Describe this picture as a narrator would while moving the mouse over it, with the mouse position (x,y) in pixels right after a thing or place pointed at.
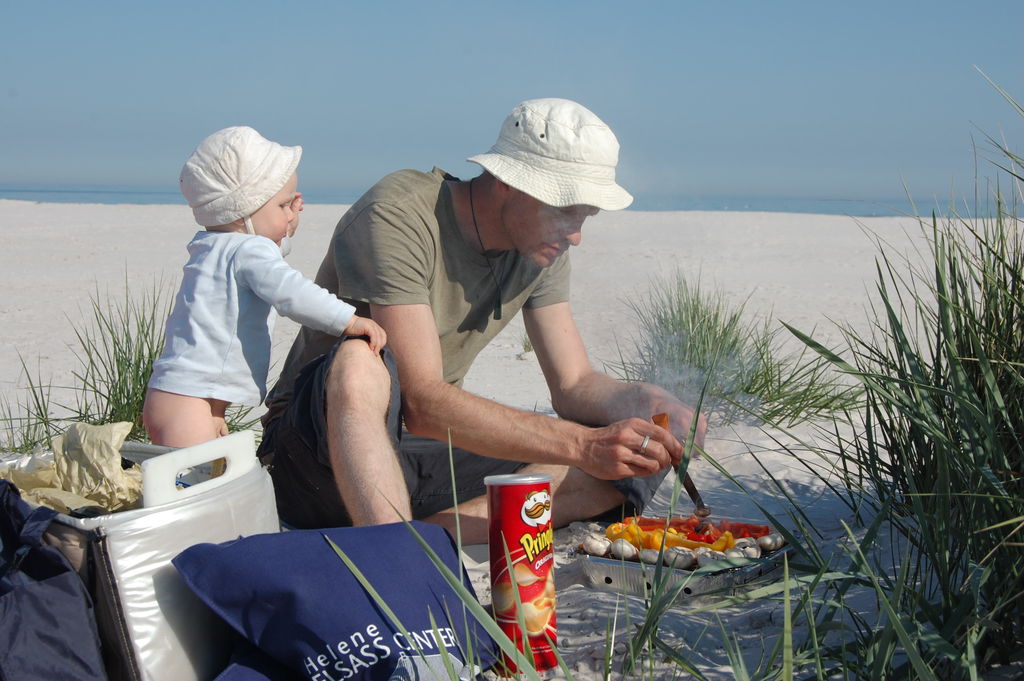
In the foreground (264,500), I can see some objects (239,583), food items (774,547) and two persons (505,438) on sand (723,500). In the background (607,82), I can see grass (955,431), water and the sky (389,41). This image taken, maybe on the sandy beach (664,264).
